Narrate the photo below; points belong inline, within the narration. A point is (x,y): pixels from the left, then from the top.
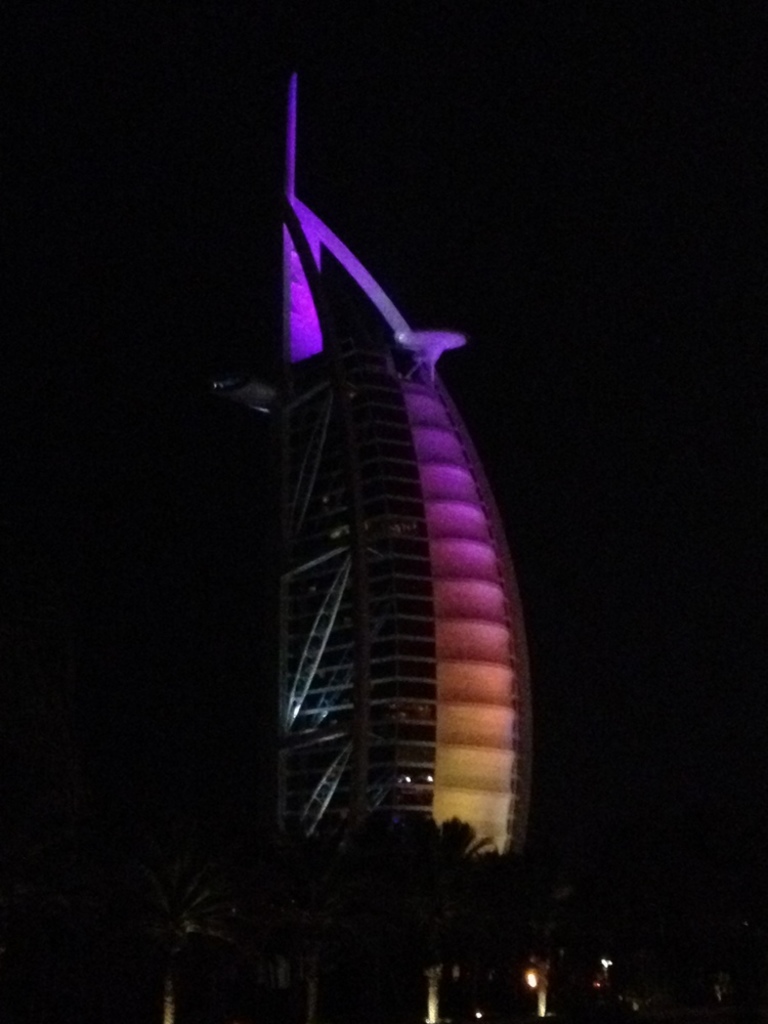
In this image I can see the building (286,227), few trees (546,991) and lights (537,986). The image is dark.
